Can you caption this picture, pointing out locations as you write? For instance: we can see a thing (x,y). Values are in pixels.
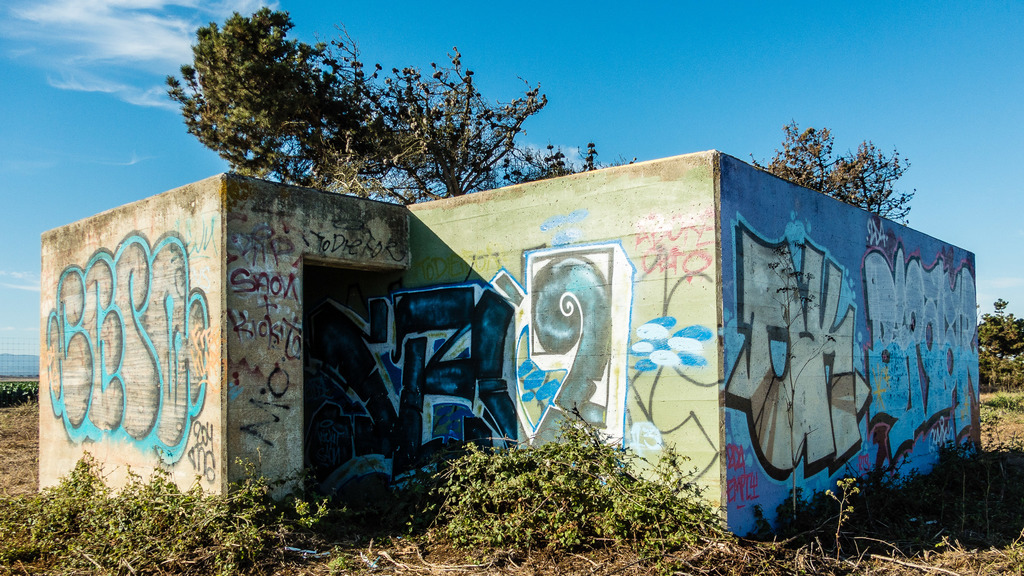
In this image we can see the graffiti (365,343) on the walls (516,328) of the building (516,328). We can see the grass (20,547), trees (400,150) and also the sky (58,99) with the clouds (135,30) in the background (135,30).
